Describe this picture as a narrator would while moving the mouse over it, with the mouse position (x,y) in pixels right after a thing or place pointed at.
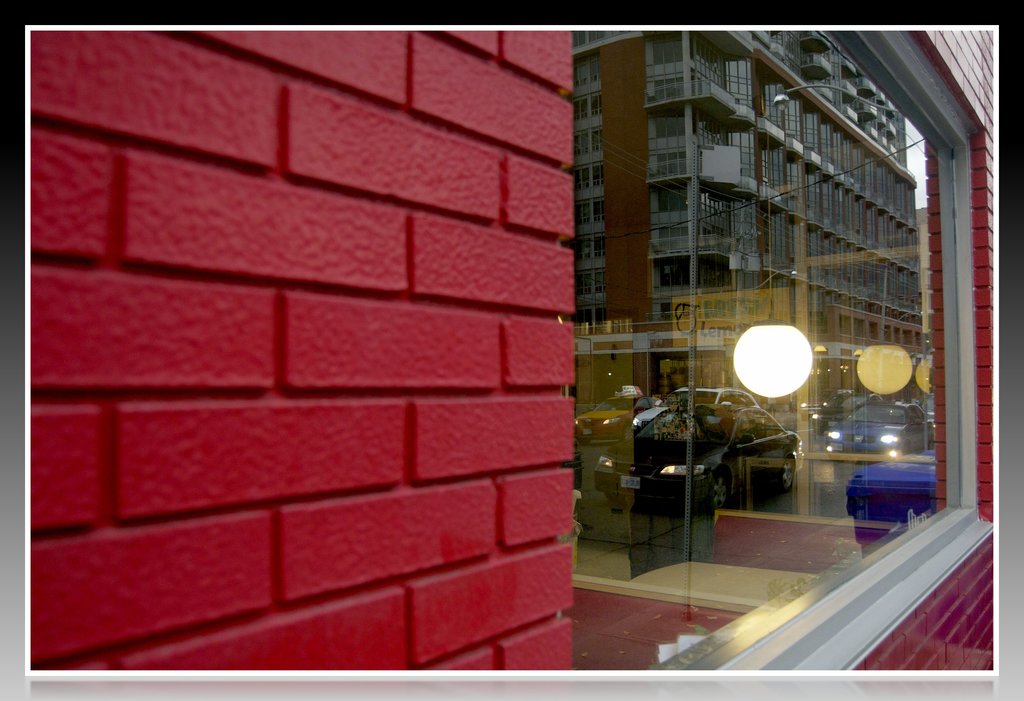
In the image we can see a wall (984,436), on the wall (938,175) there is a glass window (838,514). On the window (646,272) we can see some vehicles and building (857,214) and poles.
